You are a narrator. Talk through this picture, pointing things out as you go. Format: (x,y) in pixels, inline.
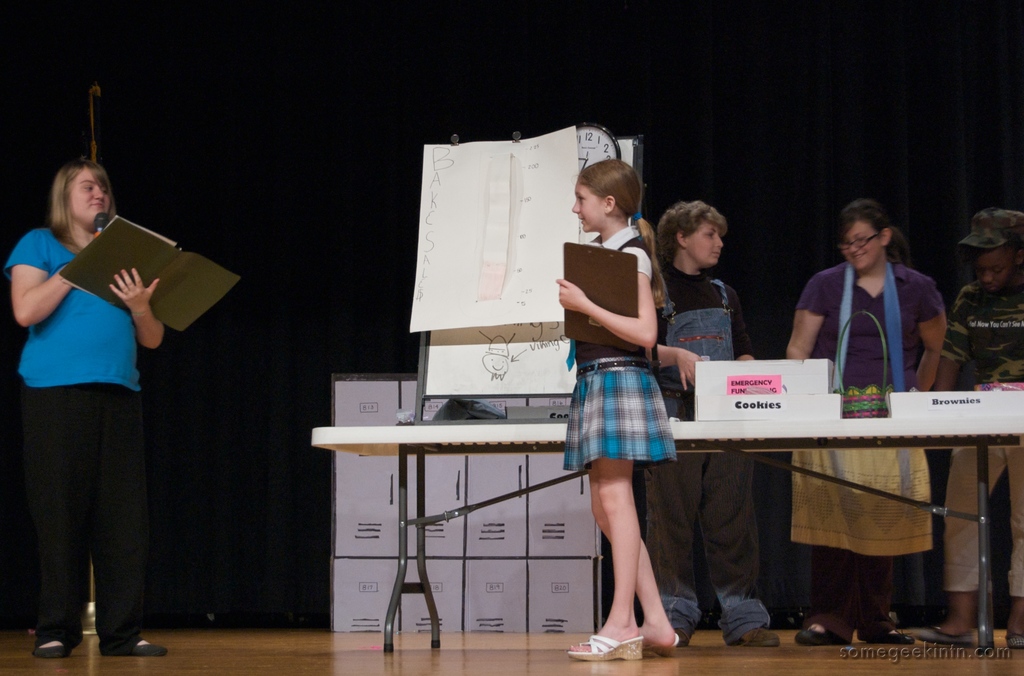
In this image there are 4 persons (746,573) standing near the table (533,445), another person (45,485) standing, holding a book (108,248) and a micro phone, in the background (450,296) there are some cupboards (401,396) and hoarding (463,352).
